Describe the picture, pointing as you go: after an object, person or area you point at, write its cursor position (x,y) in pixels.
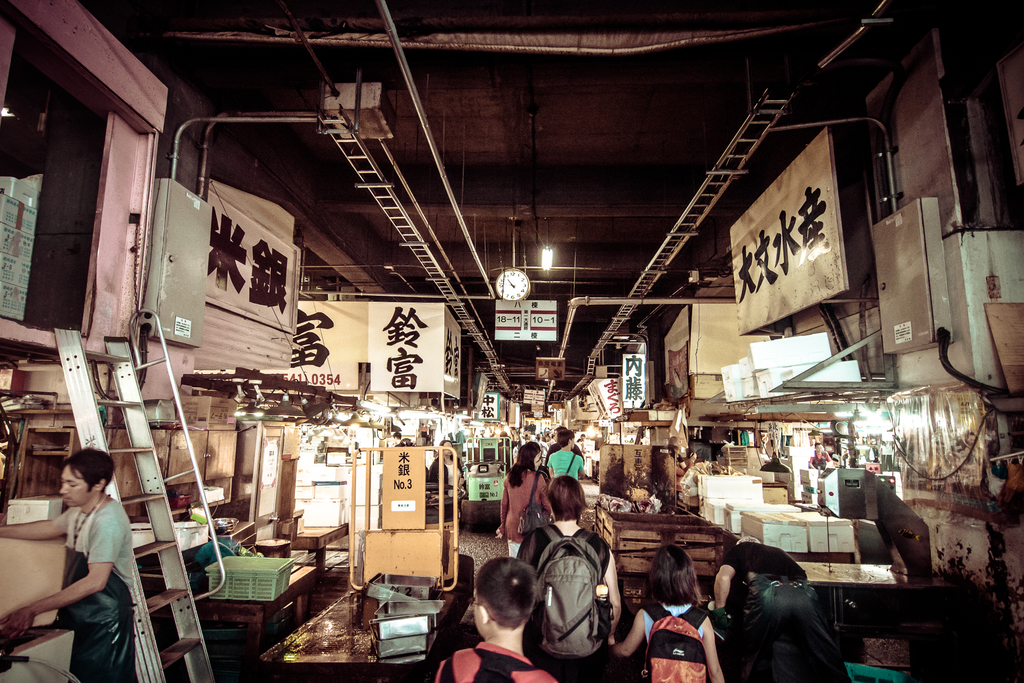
In the center of the image (540,446) there are persons (526,456) walking on the road (502,552). On the right side of the image (793,600) we can see shops (707,400), name boards (787,300), machine (839,498), persons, main board (905,322) and objects (629,436). On the left side of the image (56,25) we can see shops (292,389), name boards (396,470), persons (81,535), ladder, sign boards (409,467). At the top of the image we can see sign board (529,309), clock (505,284), tube light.
